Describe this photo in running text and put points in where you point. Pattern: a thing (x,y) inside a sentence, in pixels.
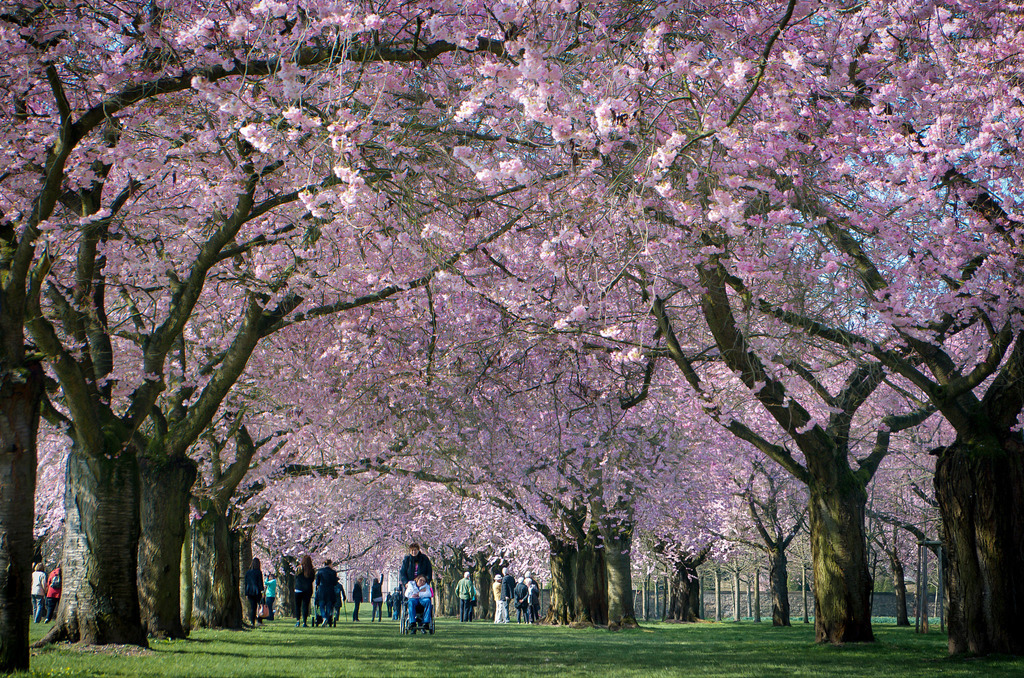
To the bottom of the image (544,659) on the ground (394,659) there is a grass (349,659). And in the middle of the image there is a person (411,603) sitting on the wheelchair (426,613). Behind the person (417,578) there is another person (419,560) standing. And also in the background (335,604) there are few people (330,604) standing. To the left (159,568) and right side of the image (791,534) there are many trees (702,566) with pink leaves (885,170).
